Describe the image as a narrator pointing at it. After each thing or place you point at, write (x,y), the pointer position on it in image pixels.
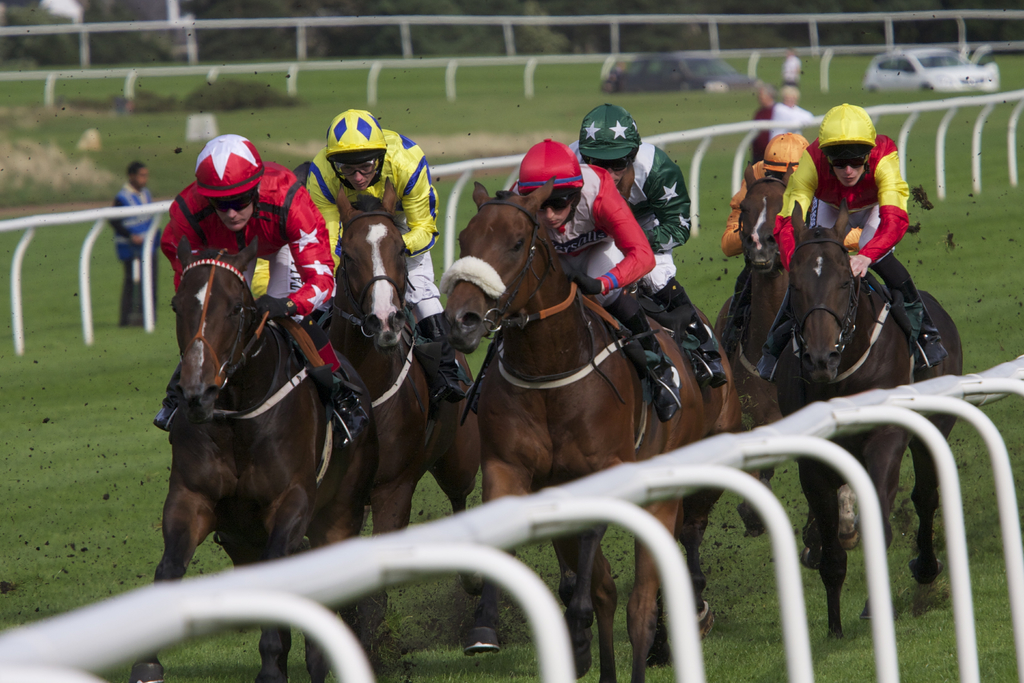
In the foreground (497,258) I can see six persons (598,278) are riding a horse (351,316) on the ground (1002,339) and a fence (345,651). In the background (763,119) I can see a group of people (122,237) and vehicles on the ground (723,123). On the top (432,46) I can see trees (318,56). This image is taken during a day on the ground (1002,113).
